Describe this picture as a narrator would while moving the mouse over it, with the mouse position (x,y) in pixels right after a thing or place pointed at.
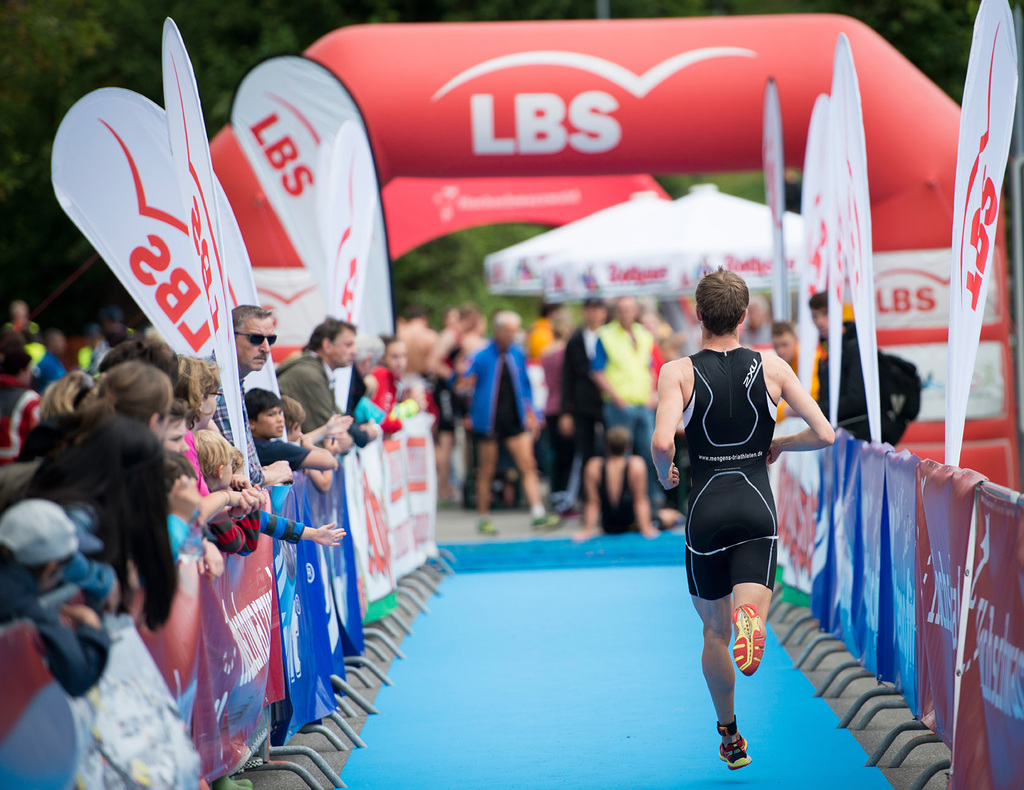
In this image I see number of people (645,384) and I see number of banners (904,610) on which something is written and I see that it is blurred in the background (680,293) and I see the blue color path (580,612) over here and I see the trees (258,44).
